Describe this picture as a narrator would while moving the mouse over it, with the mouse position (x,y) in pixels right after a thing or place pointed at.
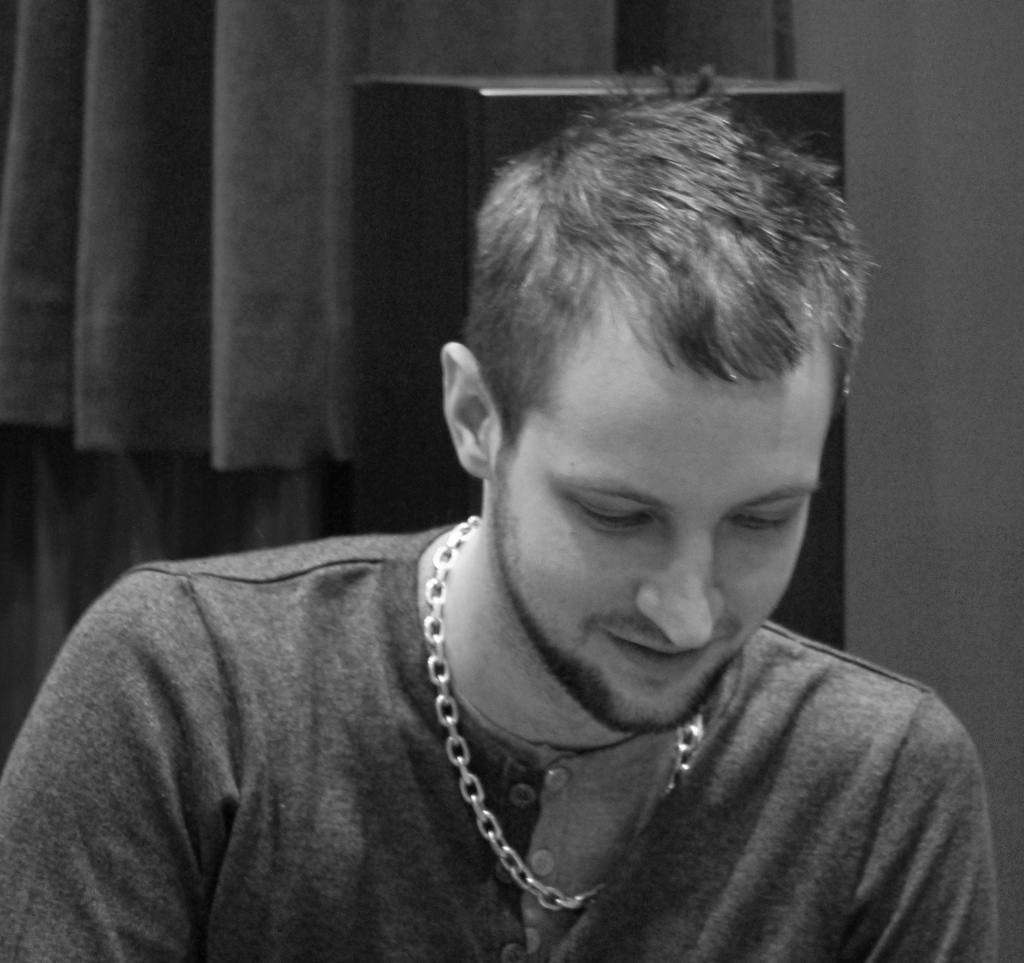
This is black and white picture, in this picture there is a man (259,609). In the background of the image (373,260) we can see wall (838,39), curtain (19,252) and an object (420,184).
